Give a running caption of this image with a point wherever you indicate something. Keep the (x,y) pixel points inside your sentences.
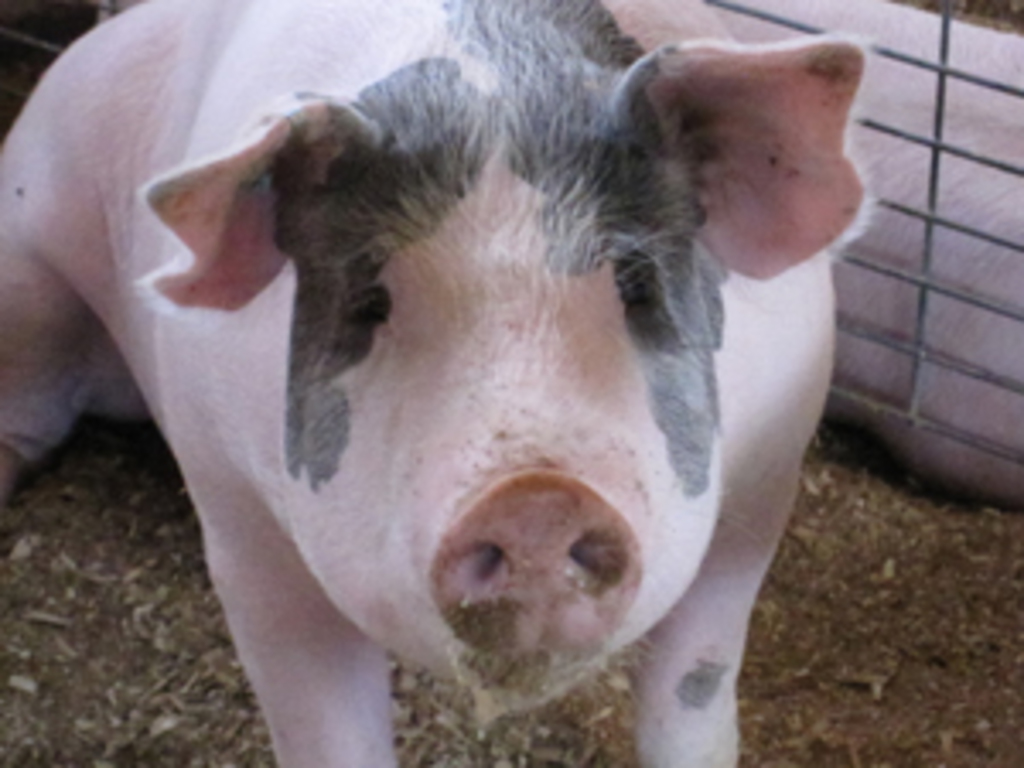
Here we can see pig (576,396). This is grill (937,195).
